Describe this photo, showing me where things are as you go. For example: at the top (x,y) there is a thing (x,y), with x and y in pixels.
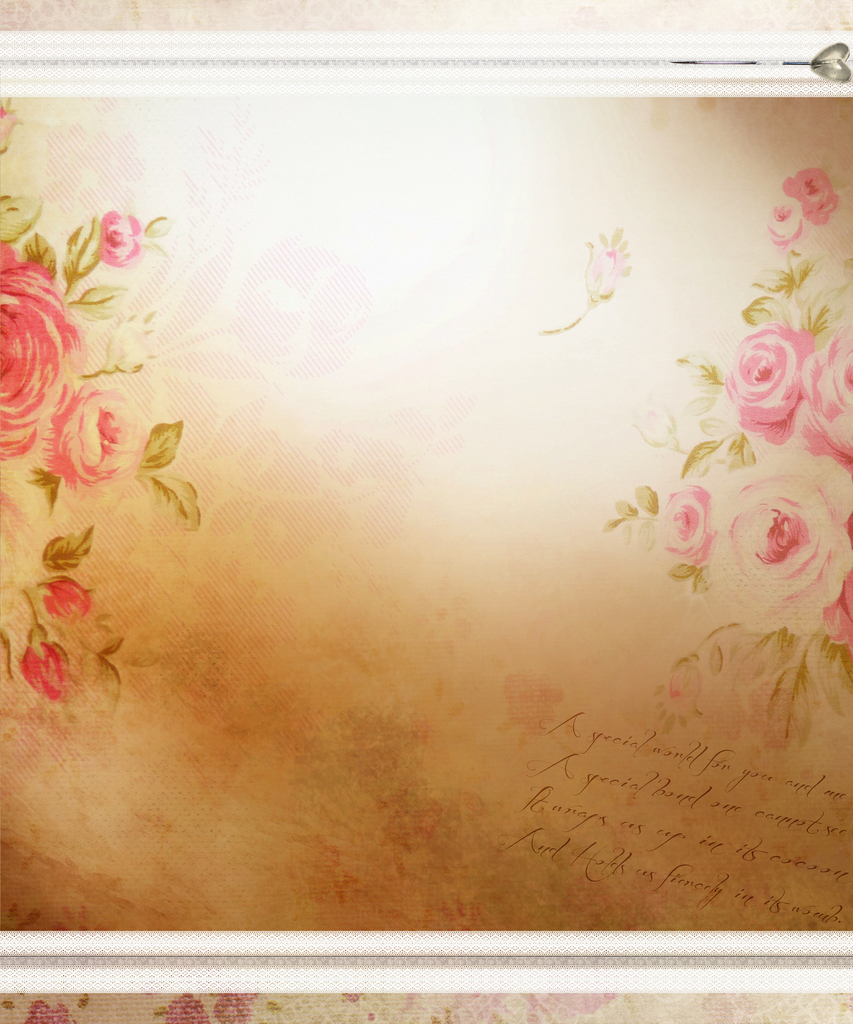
In this image I can see the cream and brown colored surface (387,483) on which I can see few flowers (134,452) which are pink in color and few leaves (149,442) which are green in color. I can see the white colored boundaries (204,945) to it and few words (697,865) written on it.
